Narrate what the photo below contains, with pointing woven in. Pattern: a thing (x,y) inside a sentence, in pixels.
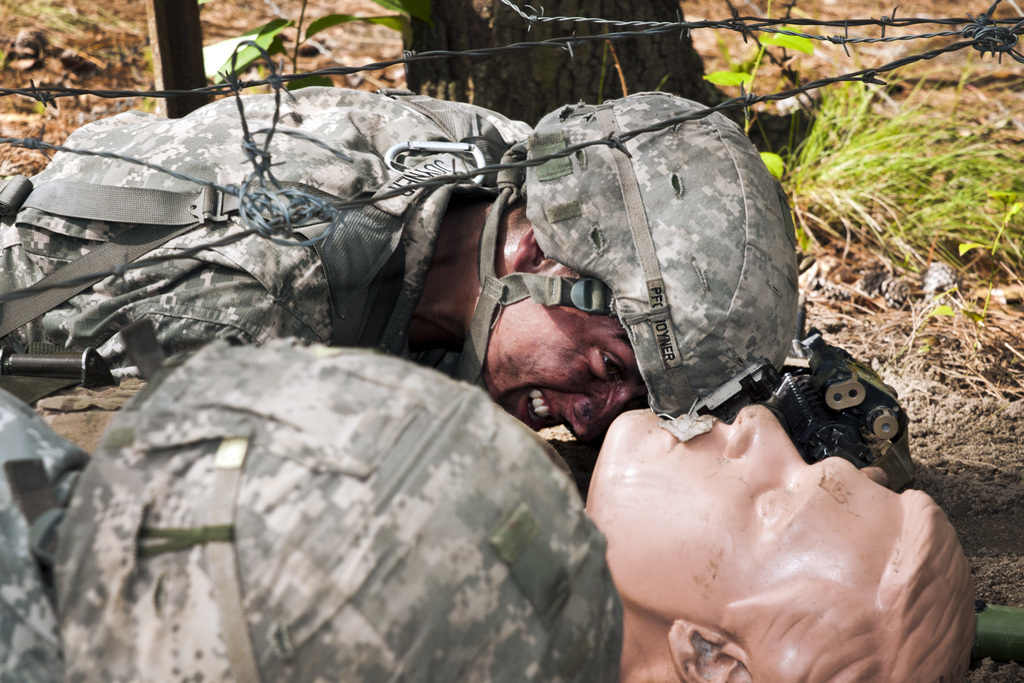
In this picture we can see a statue (661,497) of a person (732,474) and a man (666,404) on the ground (842,333) and in the background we can see grass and some objects (838,391).
